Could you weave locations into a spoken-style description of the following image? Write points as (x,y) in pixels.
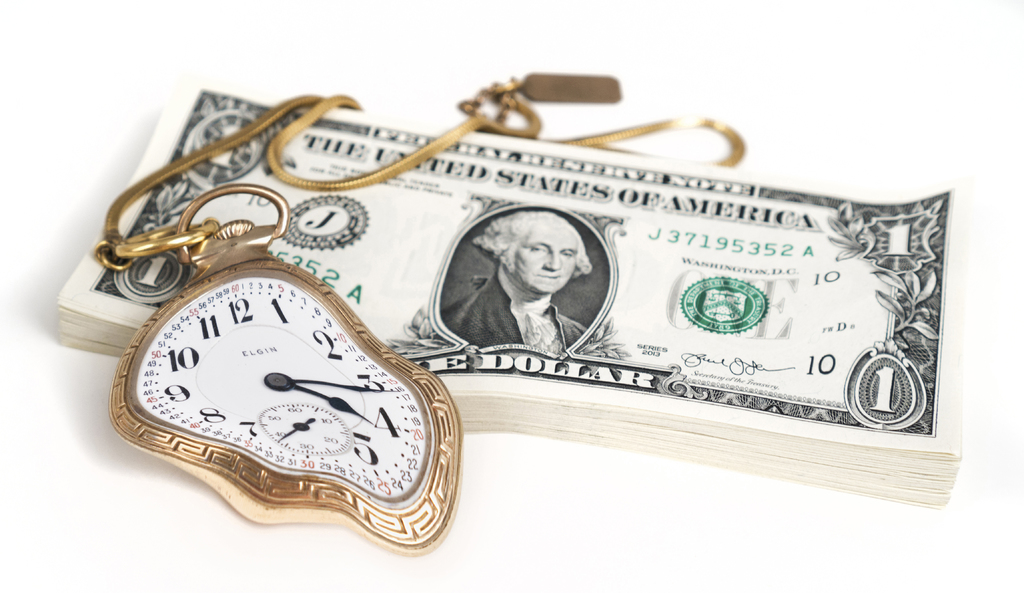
In this image we can see the bundle of dollar notes (690,321) and we can also see the clock chain (357,180) on the white surface (587,510).
